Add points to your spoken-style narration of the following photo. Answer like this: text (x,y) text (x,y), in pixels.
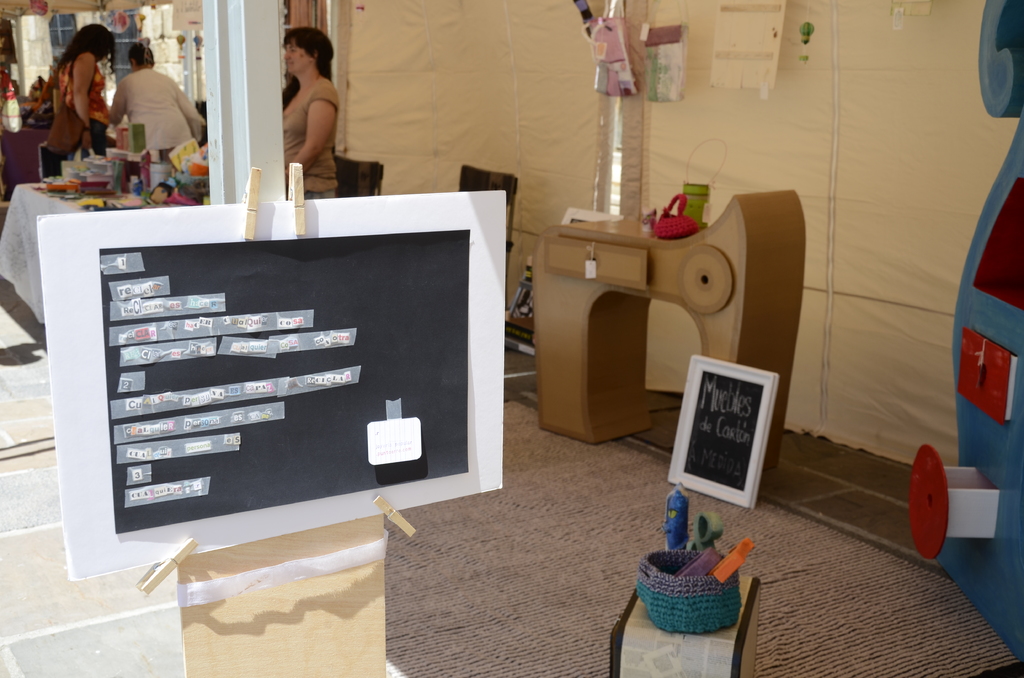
In the image we can see on the black board (248,419) there are letters (201,305) which are pasted and there are people (307,127) who are standing and on table (30,206) there are decorative items (94,185) and other household related items (182,185) and on box (626,615) there is a basket (700,585) in which there are useful related items (718,562).
